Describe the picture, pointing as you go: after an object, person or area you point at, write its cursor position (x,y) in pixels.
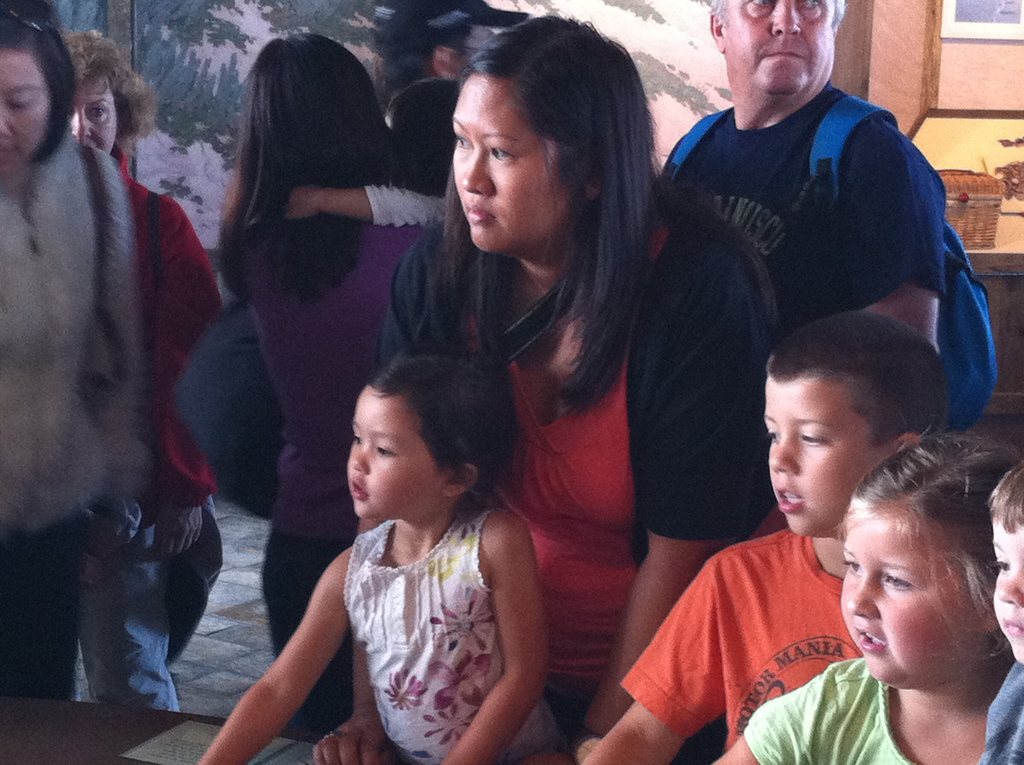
In this image I can see number of people (535,55) where few of them are children (459,714). In the background (793,126) I can see a man (799,123) carrying a blue color of bag (828,130).
